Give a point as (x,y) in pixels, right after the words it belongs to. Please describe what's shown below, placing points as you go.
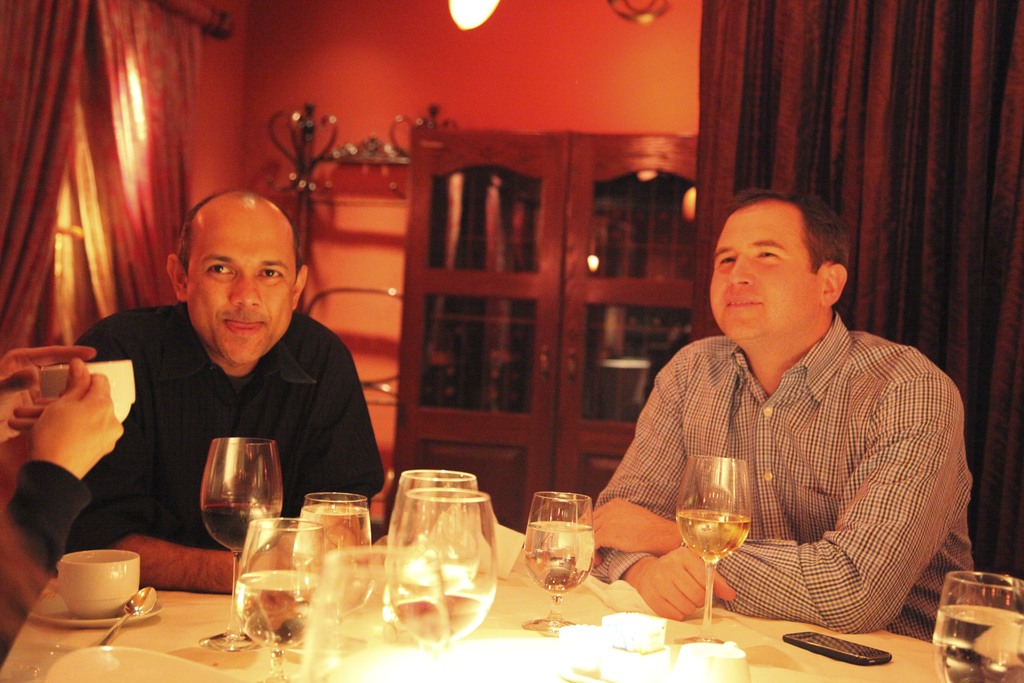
In this image, There is a table (36,656) which is covered by a white cloth (199,630) and on that table (132,630) there are some glass (447,549) and there a cup (131,588) of tea (111,589) in white color, There are some people (793,447) sitting on the chairs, In the background (904,171) there is a black color curtain (882,95), There is a object (534,165) of brown color, In the left side (125,148) there are some curtains (133,138) and there is a window (74,180).
